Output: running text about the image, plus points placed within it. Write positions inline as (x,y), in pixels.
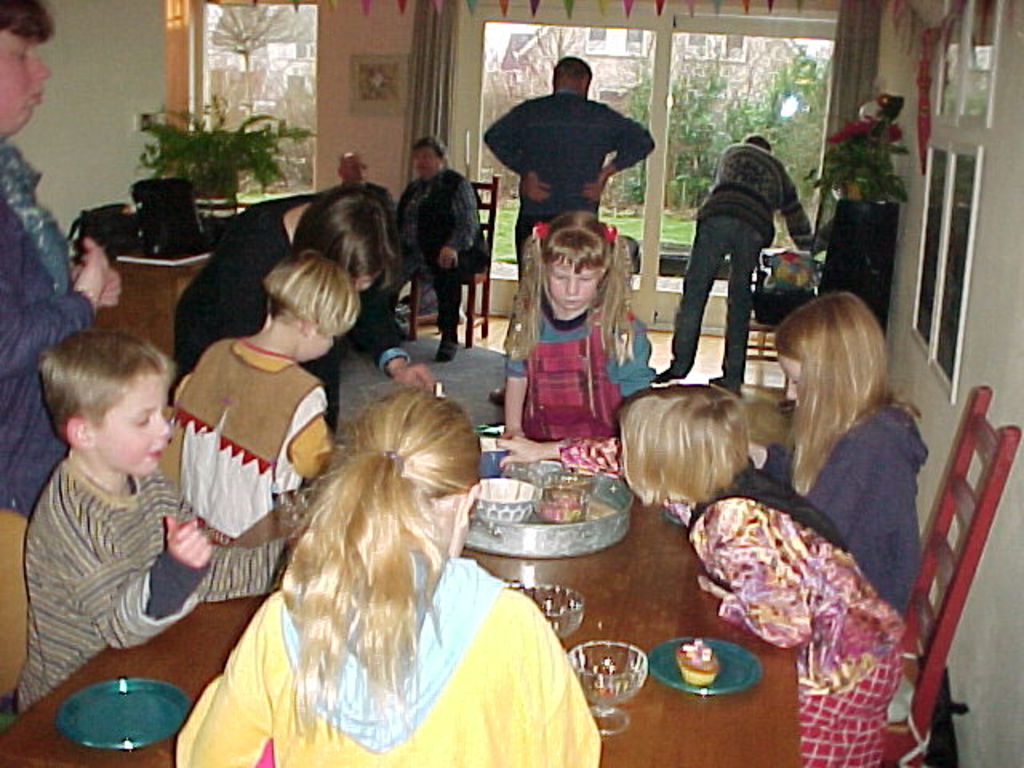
On the background (646,50) we can see doors (718,82), few decorative papers (338,2), windows (215,65), curtains (415,97). here we can see few persons (250,426) sitting on chairs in front of table (722,727) and on the table (702,707) we can see plates (742,678), glasses (606,689), bowls (557,601) and this is a cupcake (705,679). this is a plant (282,132). here we can see few persons (584,166) standing.
